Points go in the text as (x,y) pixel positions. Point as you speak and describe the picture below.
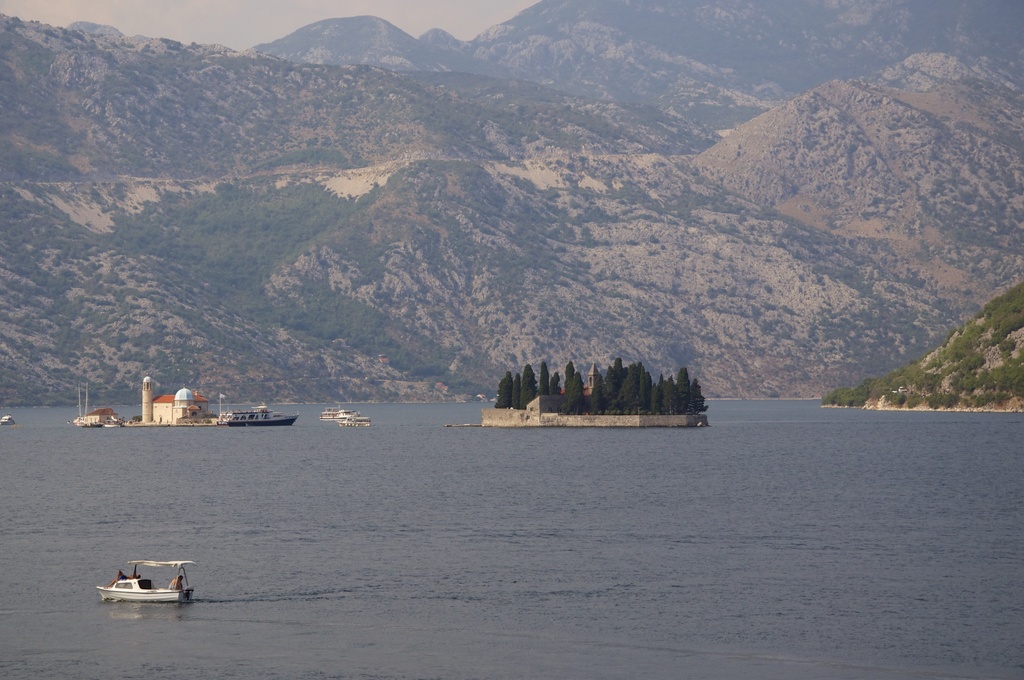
In this image I can see ships (274,423) on the water (317,427). There are trees (573,393) in the center (610,407) and there is a building (147,409) on the left (144,382). There are mountains (448,290) at the back (476,257).
